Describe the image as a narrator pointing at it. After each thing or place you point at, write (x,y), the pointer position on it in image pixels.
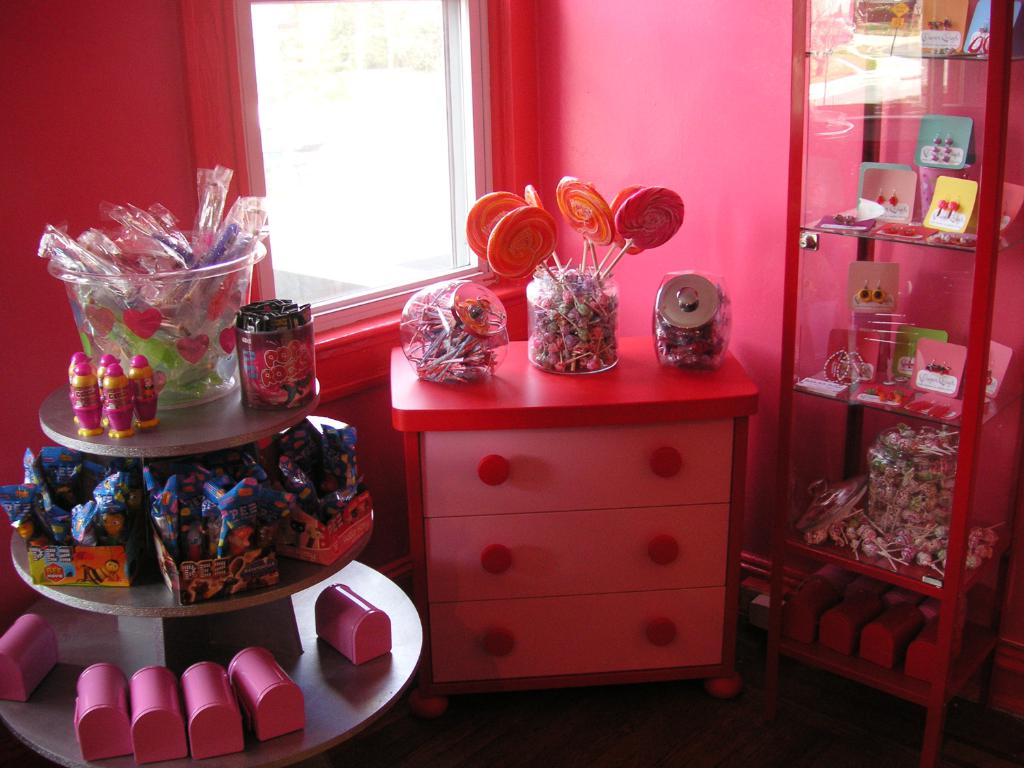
In this image we can see floor (615,703), drawer (669,537), racks (963,86), bottles (454,354), boxes (13,687), and other objects (227,696). In the background (641,18) we can see wall (90,11) and a window (391,264).
